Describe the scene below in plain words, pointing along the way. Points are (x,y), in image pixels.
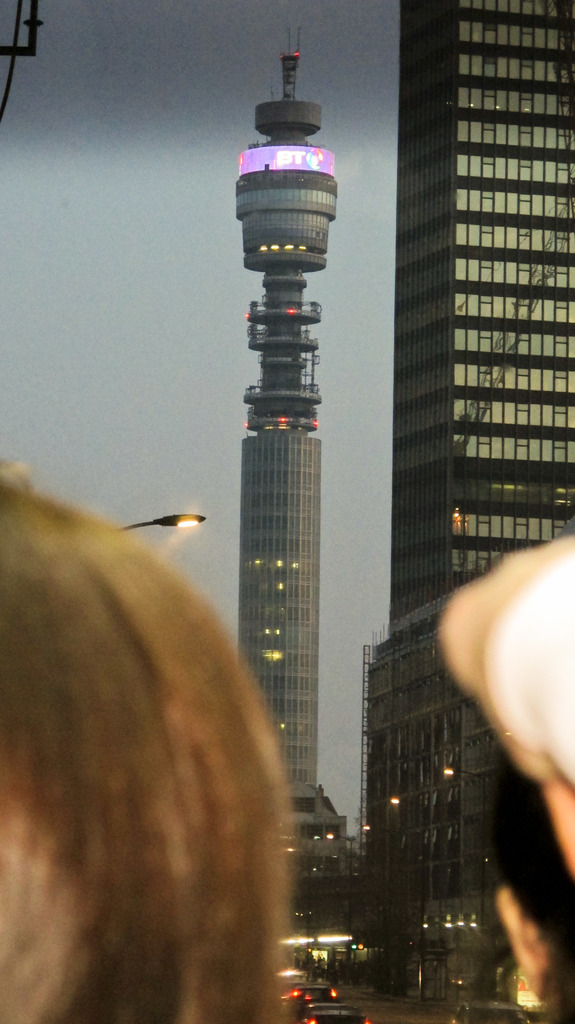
In the image we can see this is a tower (282,433), building (422,781) and windows (486,535) of the building (494,539), this is a light (164,517) and there are vehicles (335,1016). We can even see there are people (207,899) and this person (495,690) is wearing a cap (514,707). This is a sky (172,272).
